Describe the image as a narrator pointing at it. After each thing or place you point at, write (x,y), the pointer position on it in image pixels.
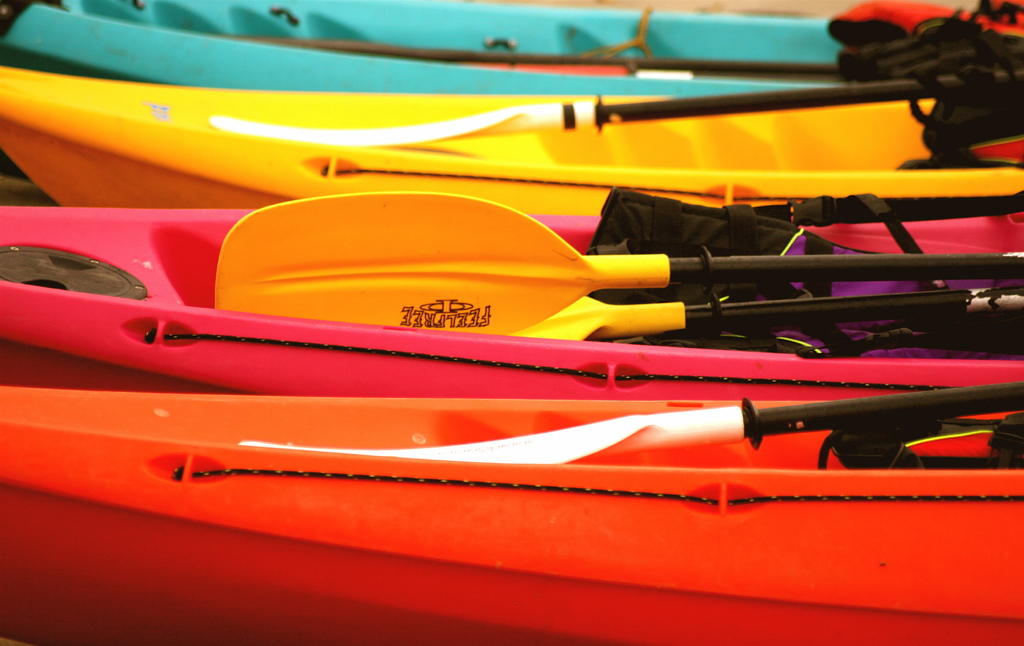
In this image we can see a group of boats (450,382) containing the bags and oars (462,302) in it.
